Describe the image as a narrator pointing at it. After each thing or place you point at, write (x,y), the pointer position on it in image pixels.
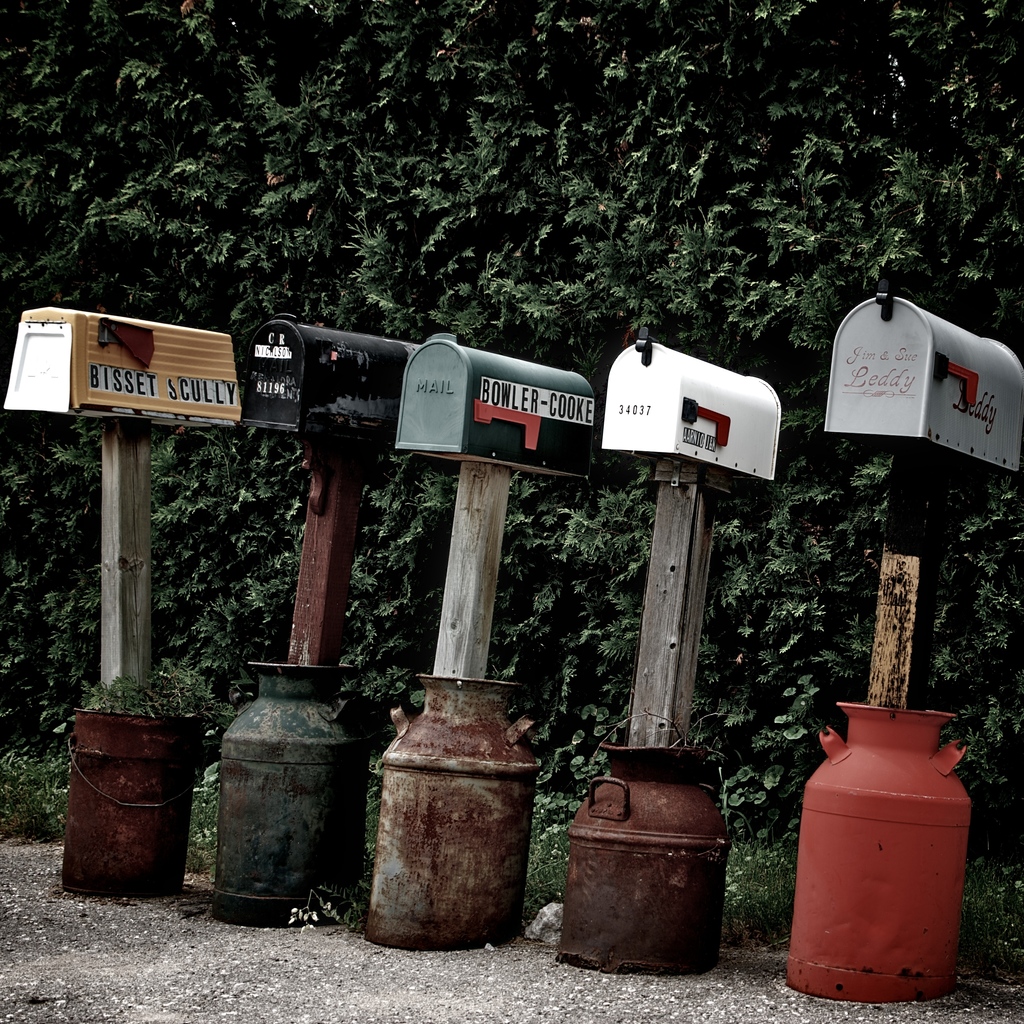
Here I can see few boxes (573,396) are attached to the wooden poles (670,585) and these wooden poles (149,608) are placed in the metal cans (430,817) which are placed on the ground (138,951). In the background (277,124), I can see the leaves (364,249) of plants (551,170).
